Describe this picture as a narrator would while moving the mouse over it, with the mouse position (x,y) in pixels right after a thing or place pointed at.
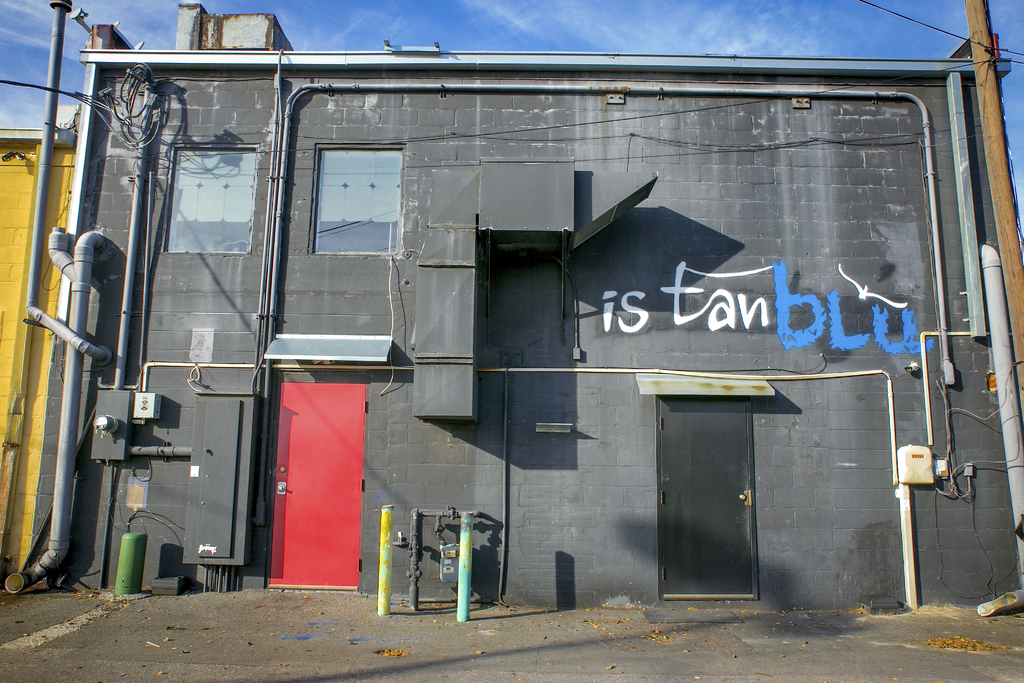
In the picture we can see the building (886,585) which is gray in color and to it we can see two doors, one is red and one door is black in color and near it, we can see two poles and to the building wall (166,472) we can see some pipes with wires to it and beside it we can see a part of another building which is yellow in color and behind it we can see the sky (12,58) with clouds (45,28).
